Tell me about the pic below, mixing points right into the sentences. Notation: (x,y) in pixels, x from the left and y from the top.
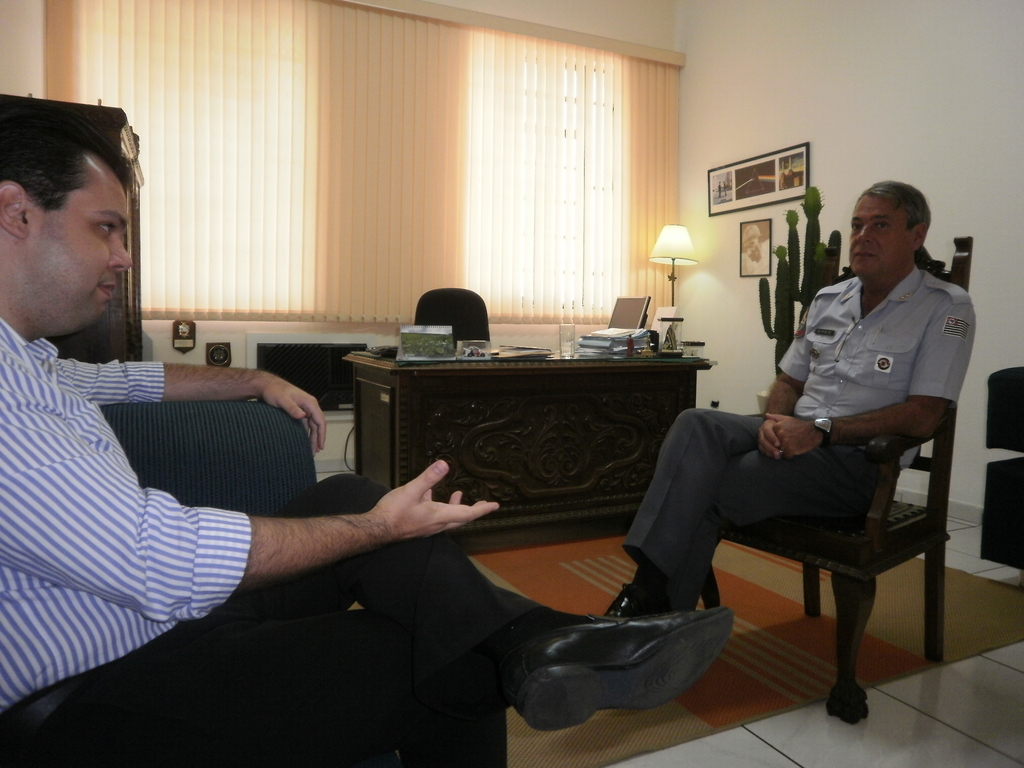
As we can see in the image, there are two persons (123,644) sitting on chairs (763,535). Here there is a table (480,395). On table (620,368) there are books (617,350), screen (619,326) and behind the table (476,428) there is a window (390,194) and there is a white color wall (912,90). On wall (916,96) there are photo frames (733,190).
